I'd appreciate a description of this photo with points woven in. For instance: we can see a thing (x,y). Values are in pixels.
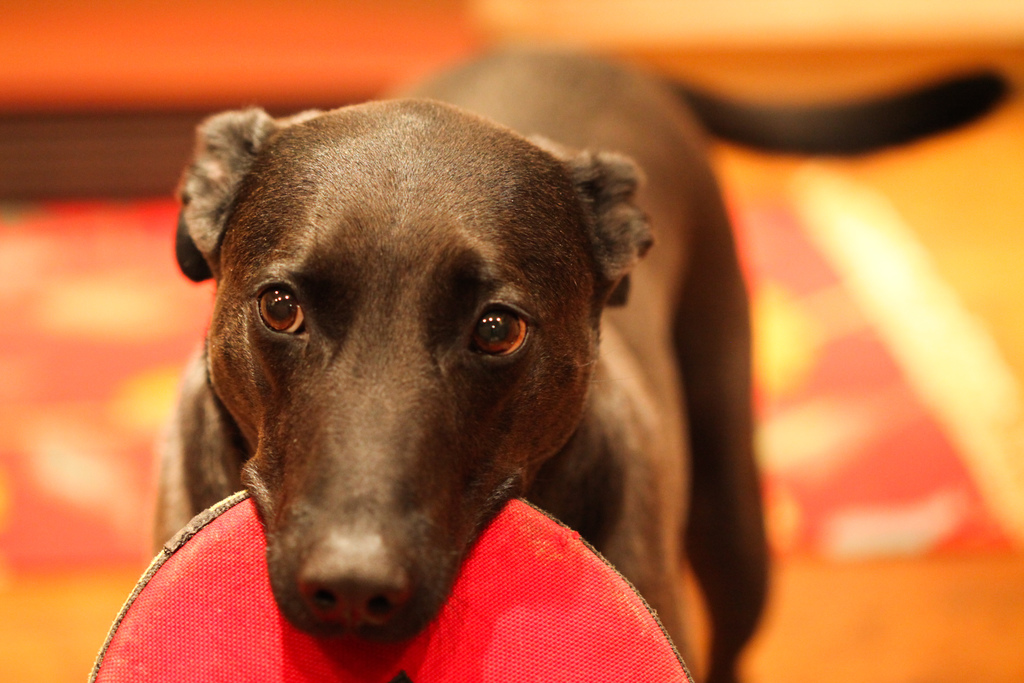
In this picture we can see a black color dog (528,359) is holding a disc (533,641) with its mouth (456,513), we can see a blurry background (817,39).
